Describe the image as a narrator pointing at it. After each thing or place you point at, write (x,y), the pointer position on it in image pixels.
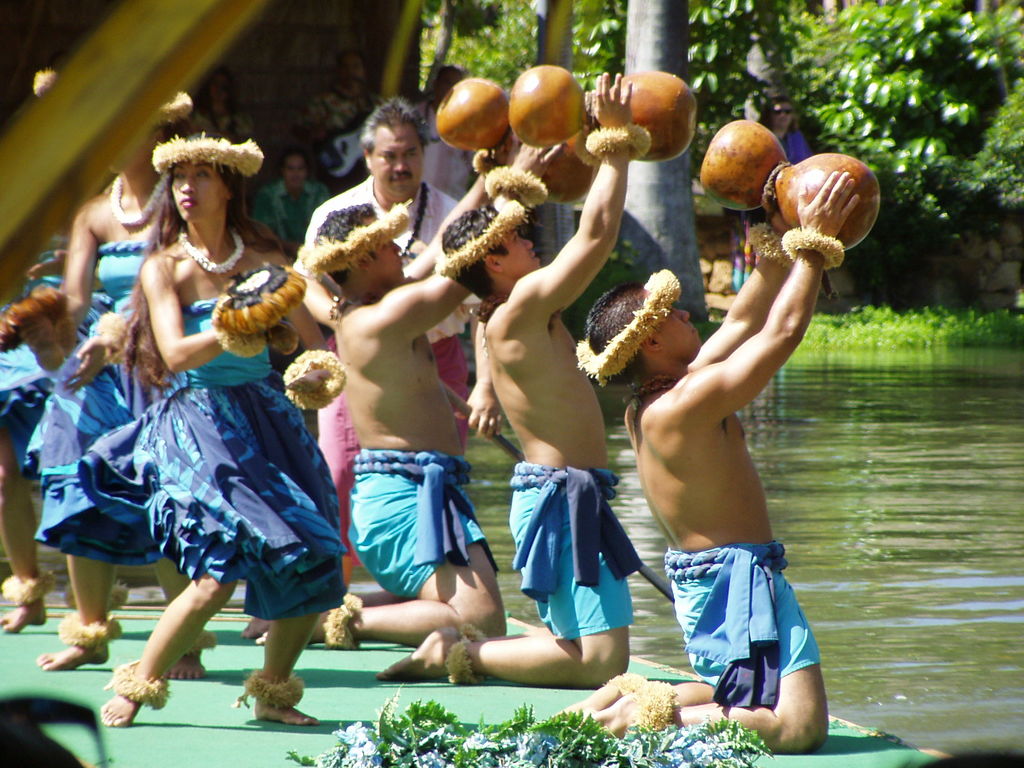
In this image there are group of people (660,287) who are wearing some costumes (349,520), and some of them are holding some wooden balls (568,187). At the bottom (225,638) there is a board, and on the board (557,703) there are some flowers (582,730) and in the background (547,62) there are trees (920,172) and some persons (734,278) and a lake (835,471). On the left side (38,215) there is a wooden stick (162,63).
